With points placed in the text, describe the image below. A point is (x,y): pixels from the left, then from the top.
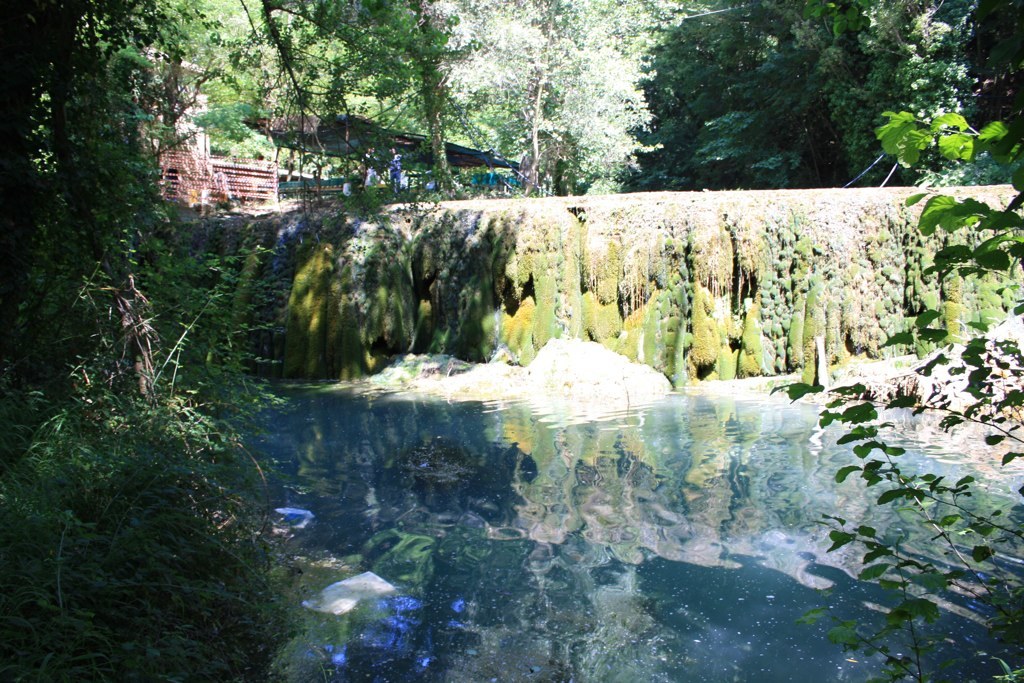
An outdoor picture. This is a freshwater river (654,522). There are number of trees (327,69). Far there is a tent (386,150).
